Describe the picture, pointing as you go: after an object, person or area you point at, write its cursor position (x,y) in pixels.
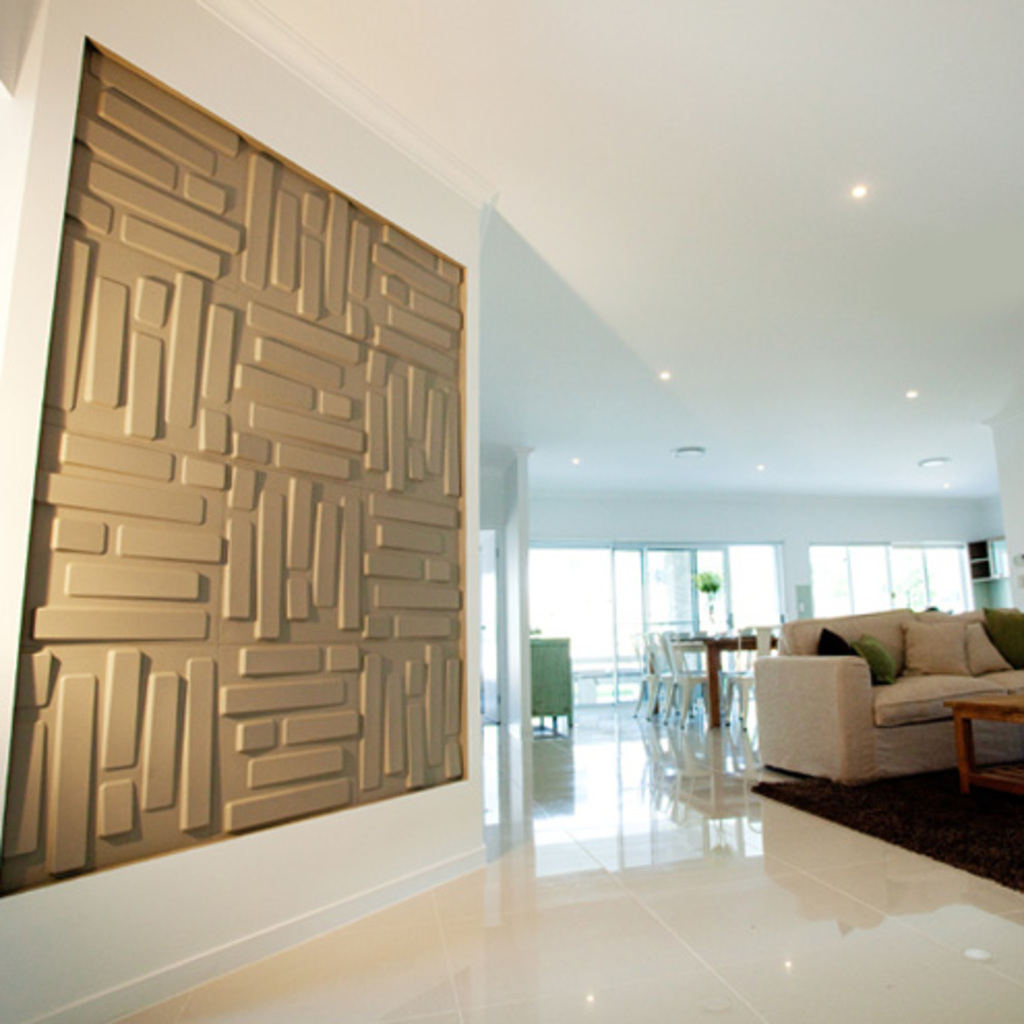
This is a picture taken in a house (808,285), the floor (585,858) is covered with a marble (759,930), on the marble (756,930) there is a mat (942,818) and also a sofa (839,688) on the sofa (905,660) there are the pillows (954,645) on the mat (931,806) there are the table (995,707) also. Background of the sofa (813,652) is a table (714,657) and the chairs (665,660) and a glass doors (662,579). The rooftop (572,77) is in white color with lights (855,191) the wall (190,135) is in white color designed with a chocolate color.
